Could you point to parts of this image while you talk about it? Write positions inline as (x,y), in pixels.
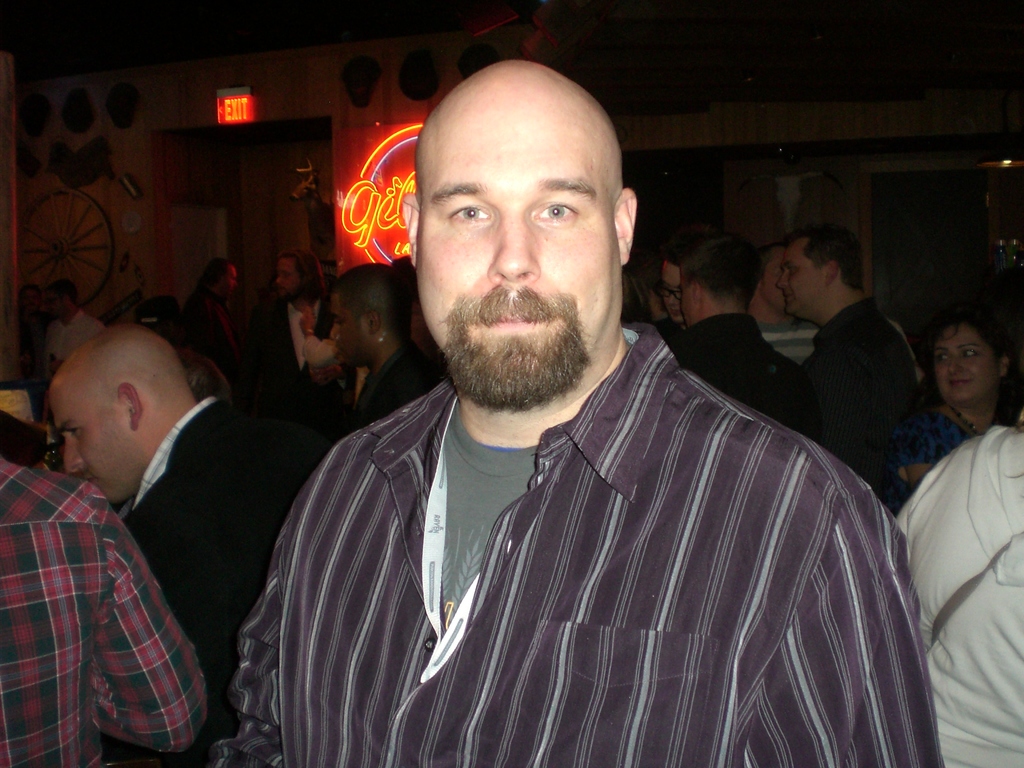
There is a person (628,372) in a shirt (653,535), standing on a floor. In the background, there are other persons (325,337) in different color dresses (22,551) standing. There is a hoarding (380,190) and a signboard (234,99) which is on the wall (176,101). And the background (264,133) is dark in color.
